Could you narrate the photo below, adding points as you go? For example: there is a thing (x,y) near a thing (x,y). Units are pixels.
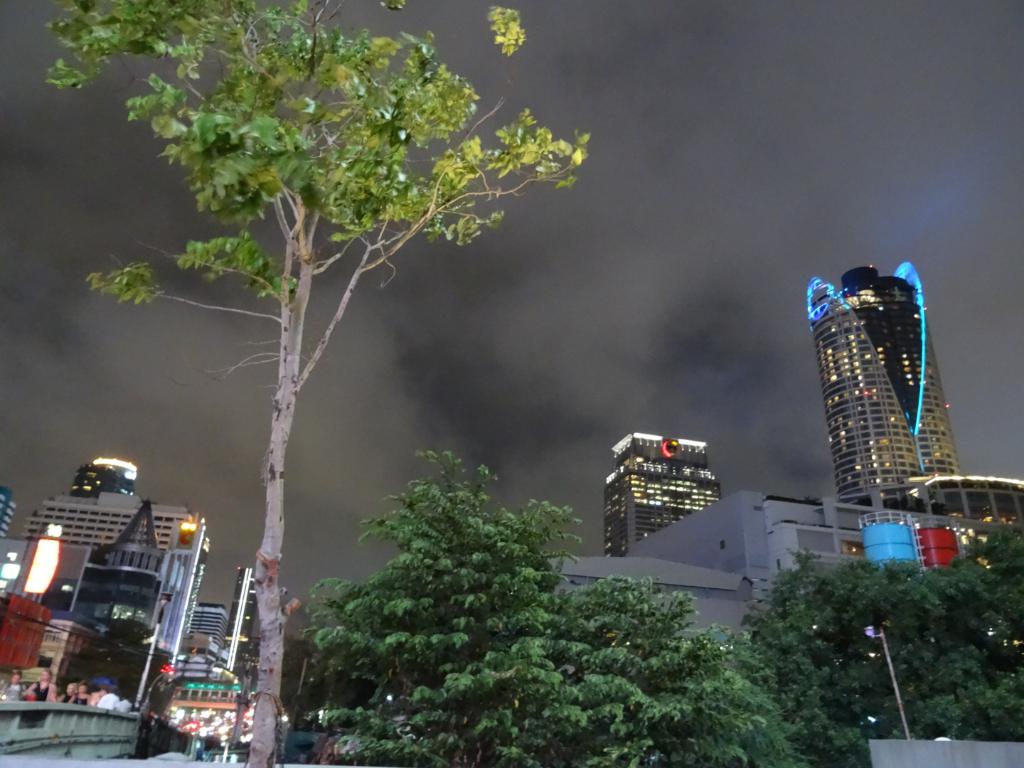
In this image there is the sky (563,329) truncated towards the top of the image (676,223), there are buildings (72,552) truncated towards the left of the image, there are buildings (885,466) truncated towards the right of the image (882,439), there are trees (577,686) truncated towards the bottom of the image (540,699), there are trees (995,617) truncated towards the right of the image (957,622), there is a tree (289,48) truncated towards the top of the image (337,117), there is an object (957,749) truncated towards the bottom of the image (920,756).
